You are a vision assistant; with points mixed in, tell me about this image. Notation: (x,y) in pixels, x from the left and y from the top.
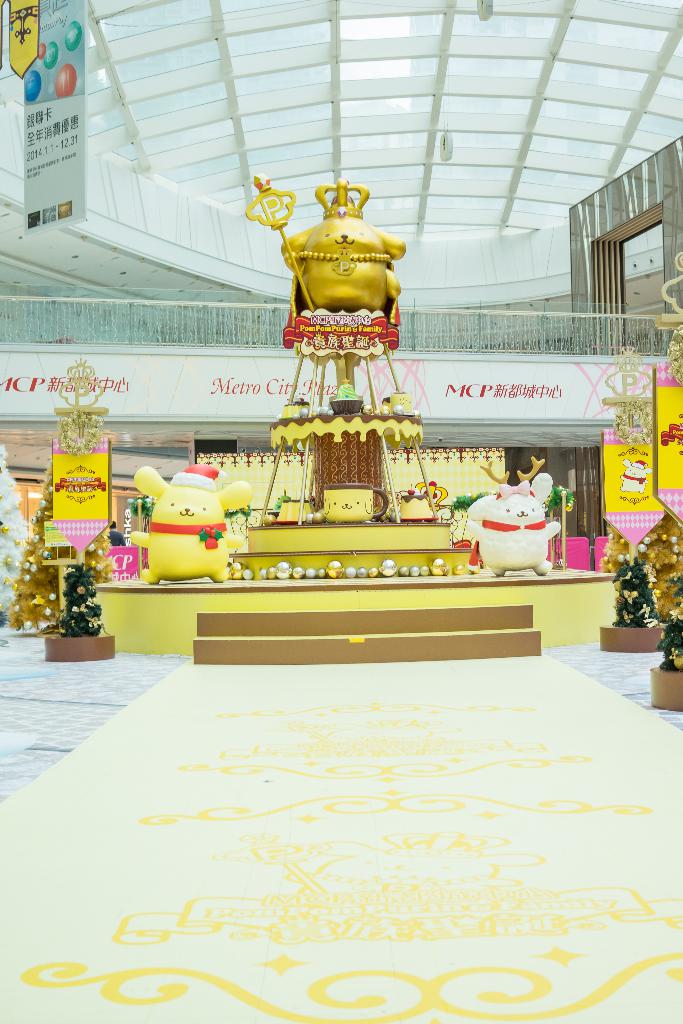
In front of the image there are toys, decorative items (317,429) and objects (380,487) on the platform (346,590). In front of the platform (307,588), there are steps (235,624). There are Christmas trees (10,531) and display board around the platform (191,613). In the background of the image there is a metal rod fence (506,327) on the corridor (589,327). Below the fence (577,310) there are name boards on the wall (451,418). At the top of the image (10,3) there is a banner (41,31) hanging from the rooftop (664,108) supported by metal rods (515,174). On the right side of the image (631,254) there is an arch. At the bottom of the image (288,710) there is a mat (405,744) on the floor (8,789).
